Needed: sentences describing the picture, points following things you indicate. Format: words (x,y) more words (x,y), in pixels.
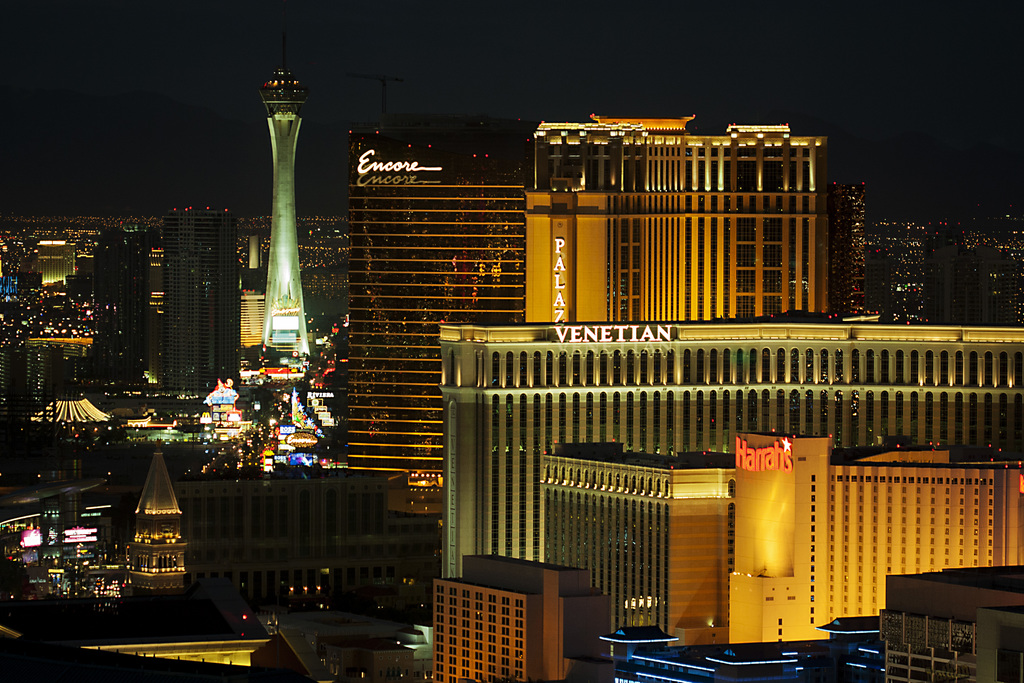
In this image we can see buildings (584,551) and some text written on a few buildings (792,343), near that we can see the tower (286,161), we can see the lights (335,324), after that we can see the road (275,416) and vehicles (263,445), at the top (390,57) we can see the sky (673,103).
